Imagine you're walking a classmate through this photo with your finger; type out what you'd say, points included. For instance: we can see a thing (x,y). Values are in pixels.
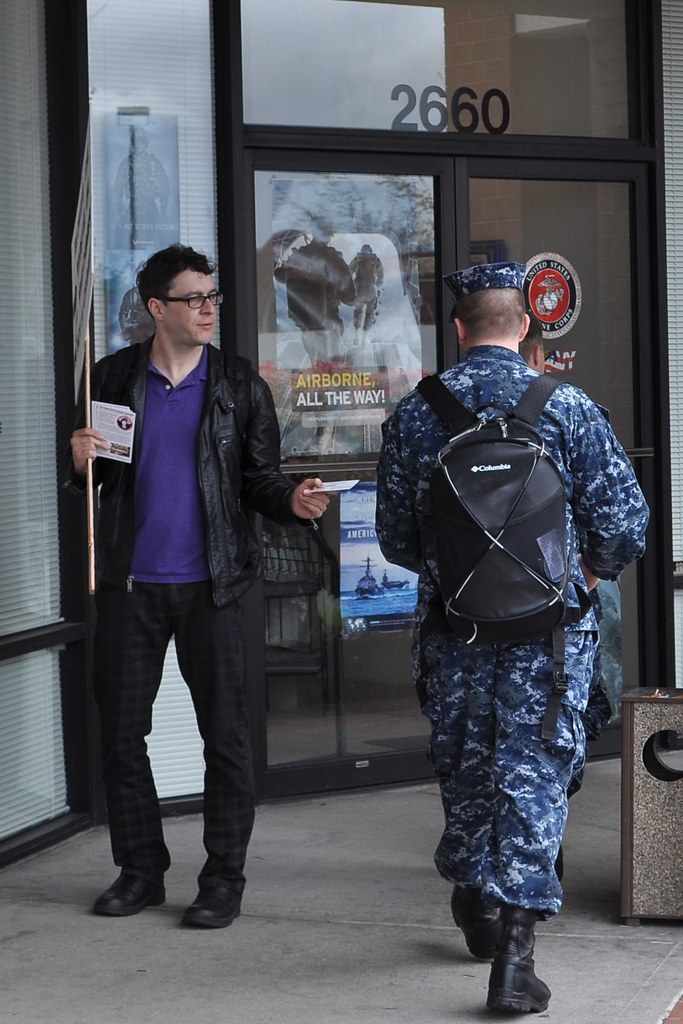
In this image a person (495,828) wearing uniform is walking on the floor (611,905). He is carrying a bag (473,427) and wearing a cap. Before him there is a person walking on the floor (588,870). Left side (174,429) there is a person (228,498) wearing a black jacket (220,468) is standing and holding a stick (90,516) which is having a board (77,368) attached to it. Behind him there is a glass wall (107,83) having few posters (387,331) attached to it.
